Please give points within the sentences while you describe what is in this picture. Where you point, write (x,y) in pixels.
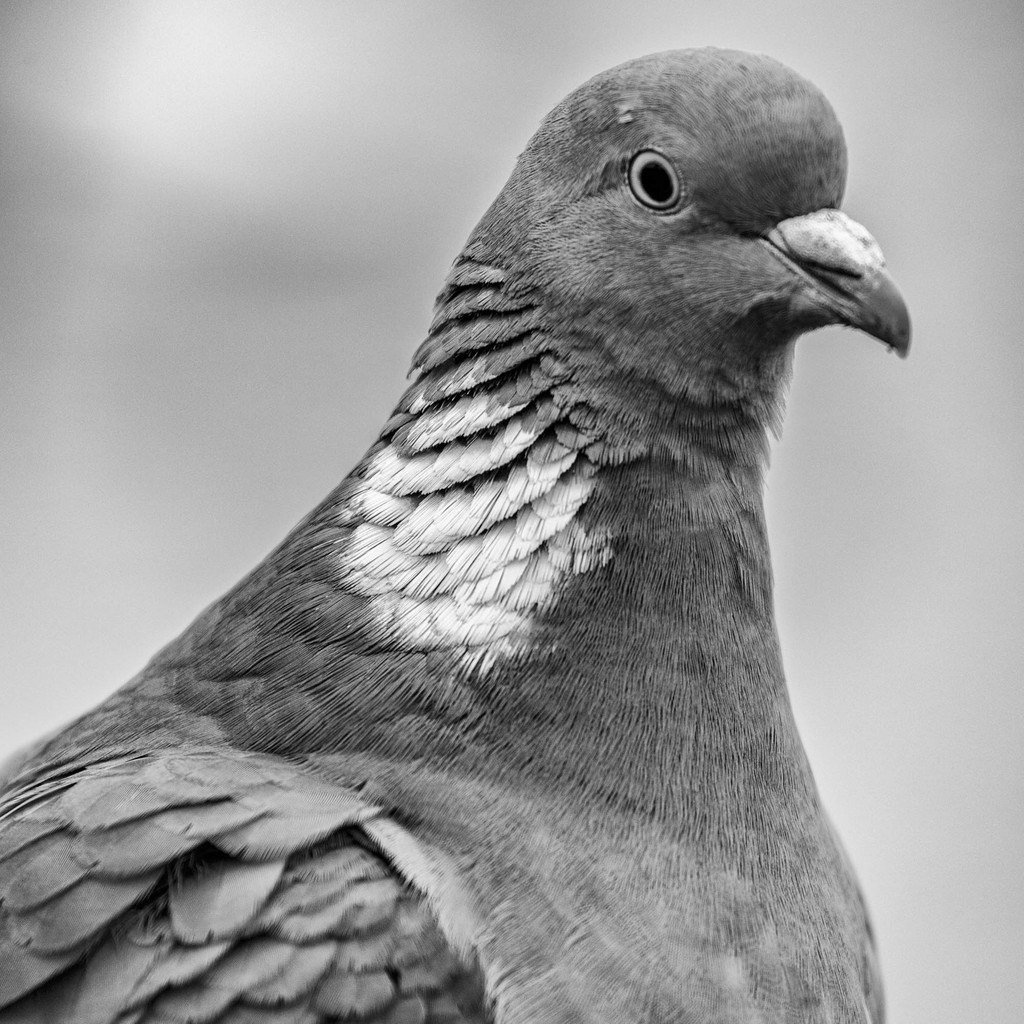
In this picture I can see there is a pigeon (578,508) and it has a white and grey feathers (562,541) and the backdrop is blurred.
